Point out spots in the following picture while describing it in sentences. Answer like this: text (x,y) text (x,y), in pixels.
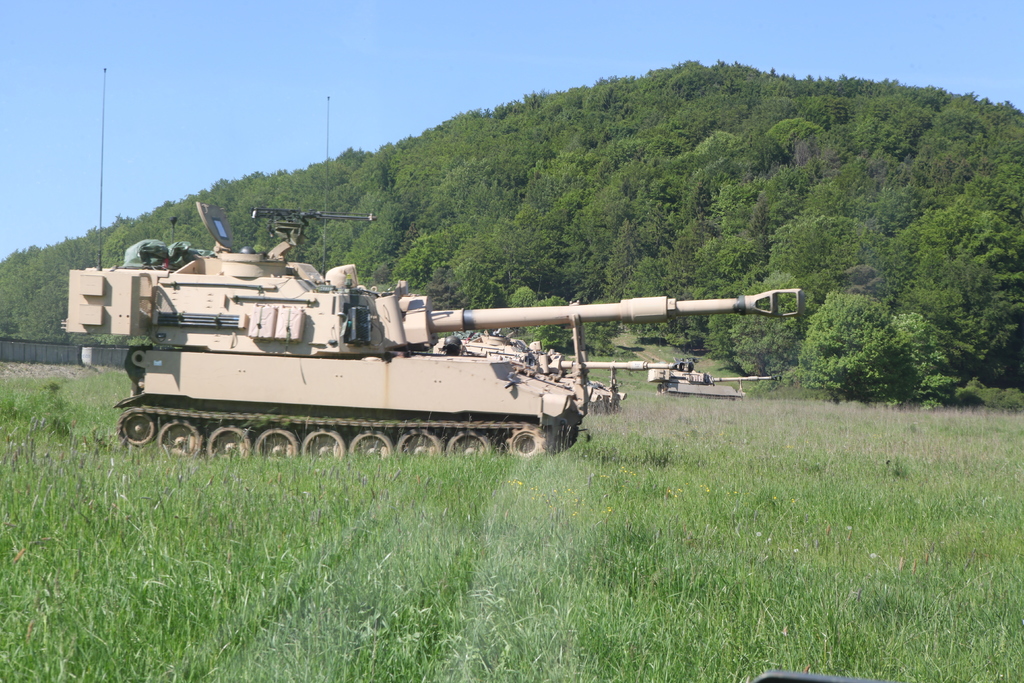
In this image there are tanks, grass (981,618), plants (778,388), trees (623,329), and in the background (363,107) there is sky (248,44).
